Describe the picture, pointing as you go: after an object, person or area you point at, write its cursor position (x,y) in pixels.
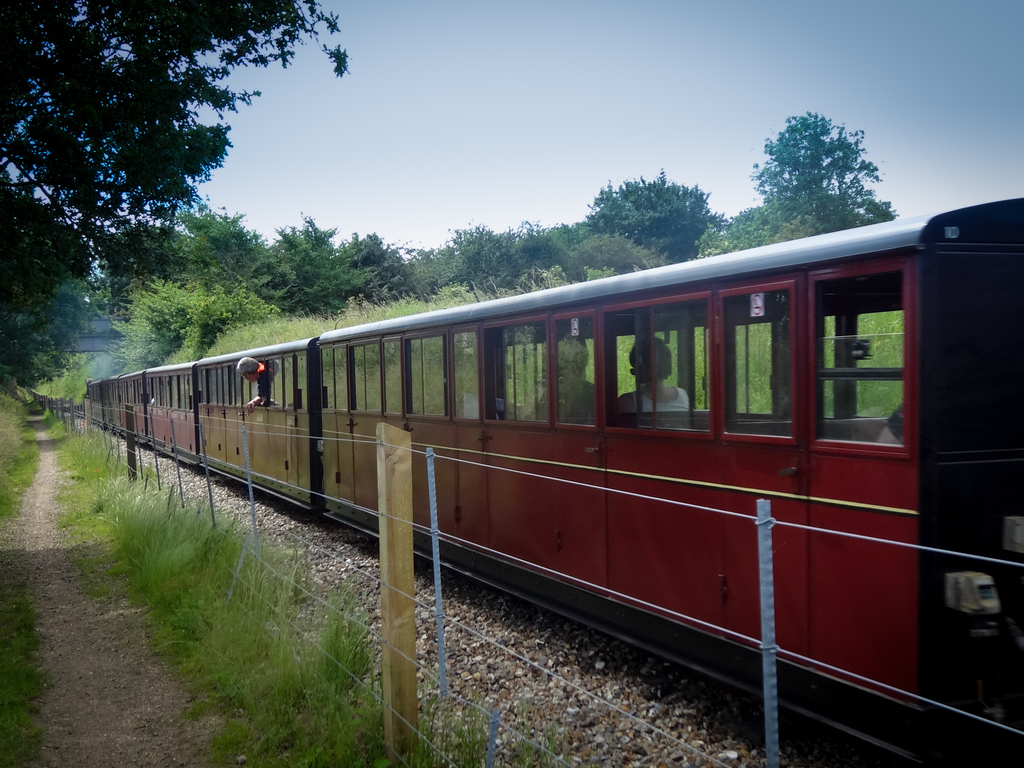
In the center of the image (438,389) there is a train (834,623). There is a fencing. In the background of the image (804,227) there are trees (207,241). At the bottom of the image (250,664) there is grass (248,698).
